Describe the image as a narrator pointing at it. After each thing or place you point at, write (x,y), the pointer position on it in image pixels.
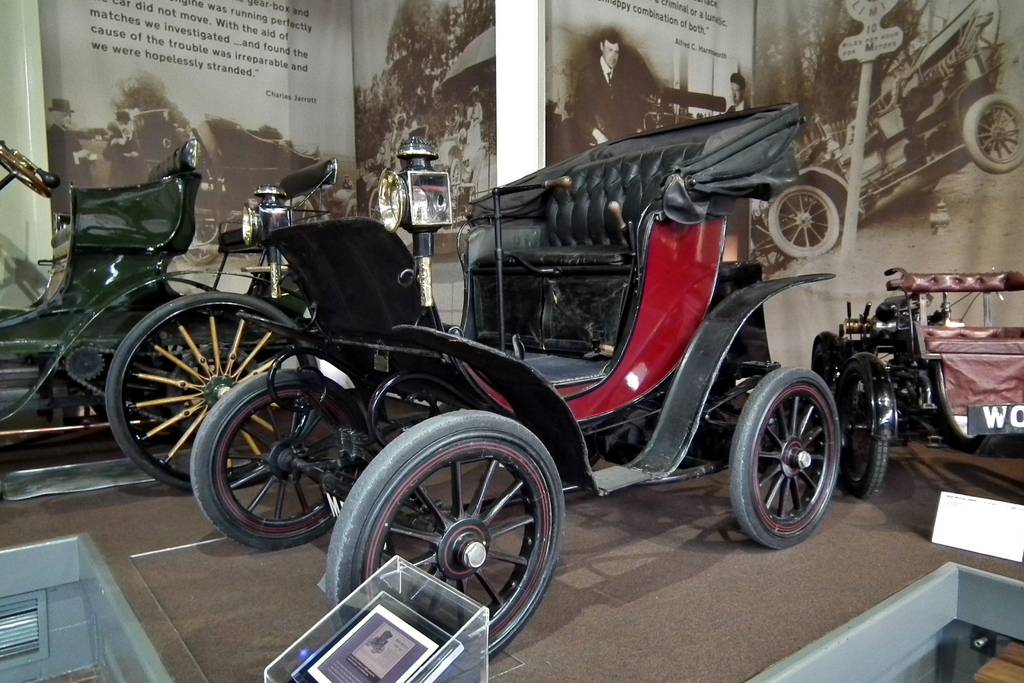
In this picture there is a vehicle (292,287) in the center of the image (550,377) and there are other vehicles (23,168) on the right (963,429) and left side of the image (147,182), there are posters (226,136) in the background area of the image (117,104).
